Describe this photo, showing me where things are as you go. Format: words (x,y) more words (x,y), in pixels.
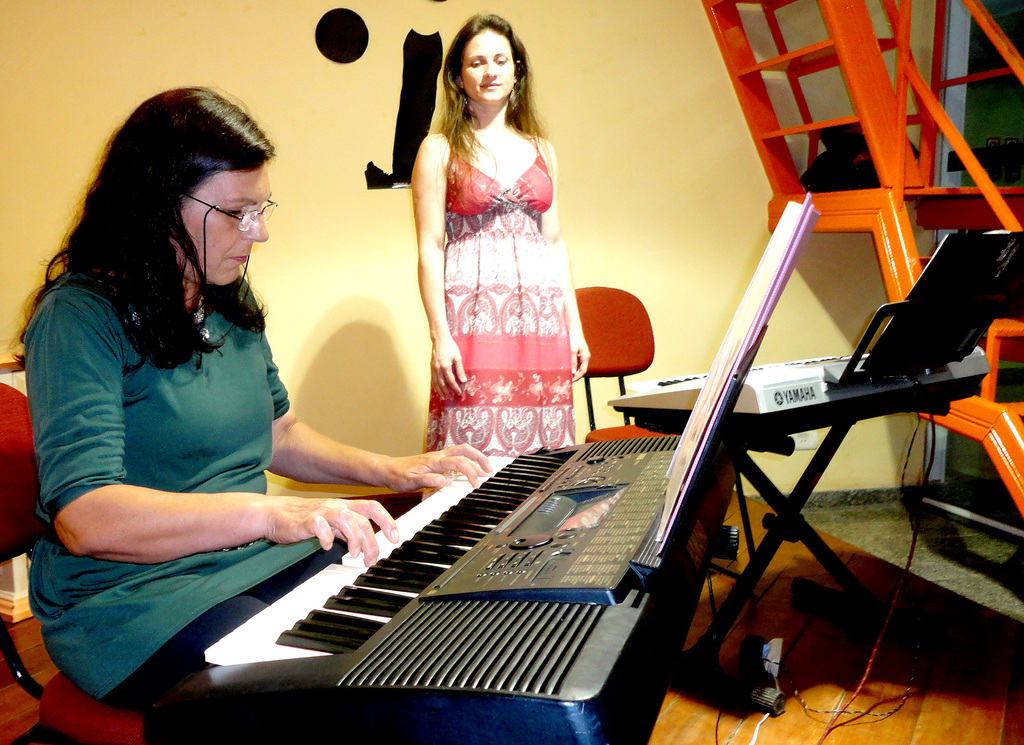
In this picture i could see two ladies (538,257) one is standing and other is sitting in front of the keyboard (445,528) and making music. In the back ground (620,129) there is a yellow colored wall (331,175) and to the right (928,146) there is orange colored railing (884,192).
